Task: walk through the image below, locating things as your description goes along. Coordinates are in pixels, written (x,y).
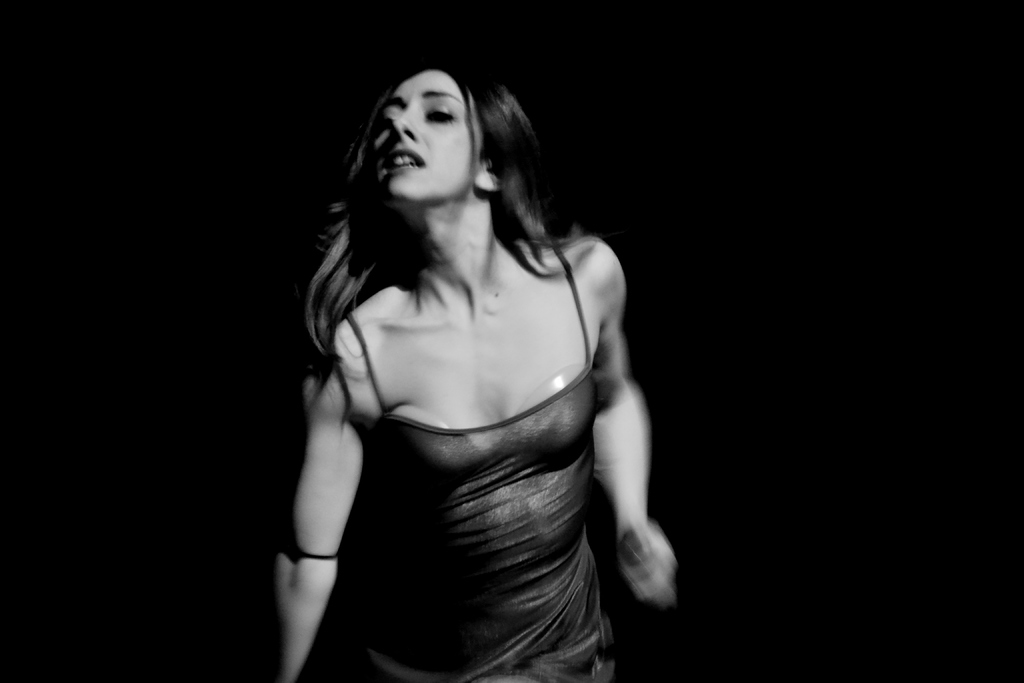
In this image there is a woman (459,360), the background (776,639) is dark.
